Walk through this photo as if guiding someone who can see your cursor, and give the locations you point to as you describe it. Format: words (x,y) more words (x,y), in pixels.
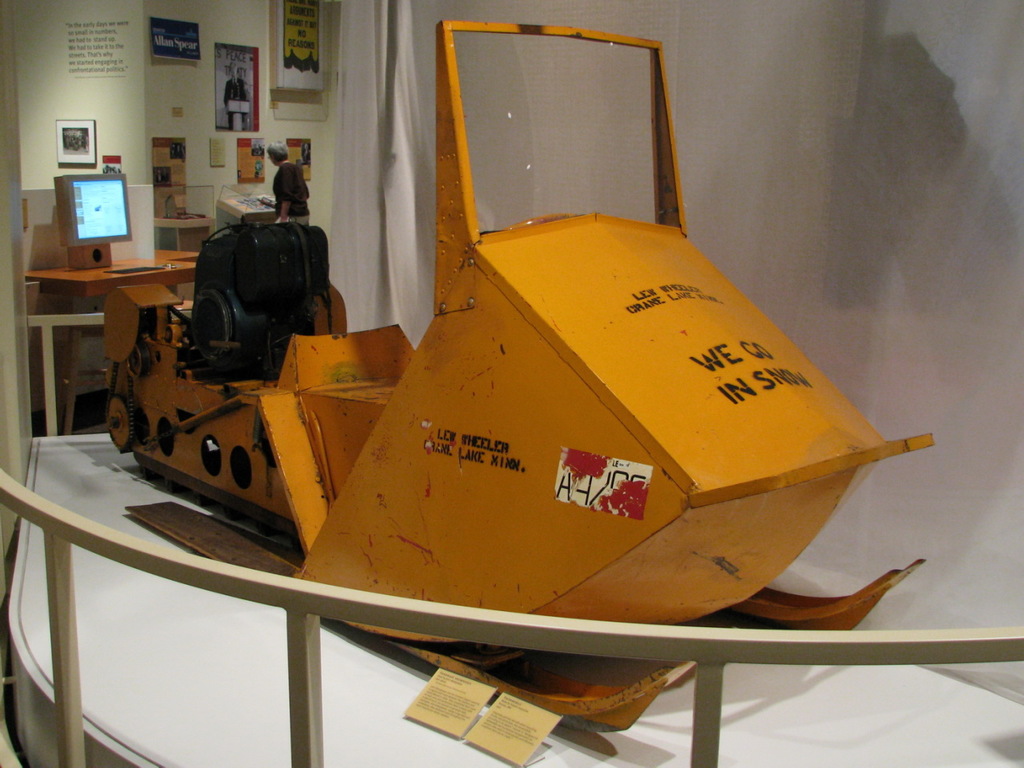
In the center of the image (369,440) we can see object (181,469) placed on the table (407,736). In the background (171,261) we can see monitor (99,207), person (287,195), table (174,255), wall (183,83) and photo frames (249,96).
